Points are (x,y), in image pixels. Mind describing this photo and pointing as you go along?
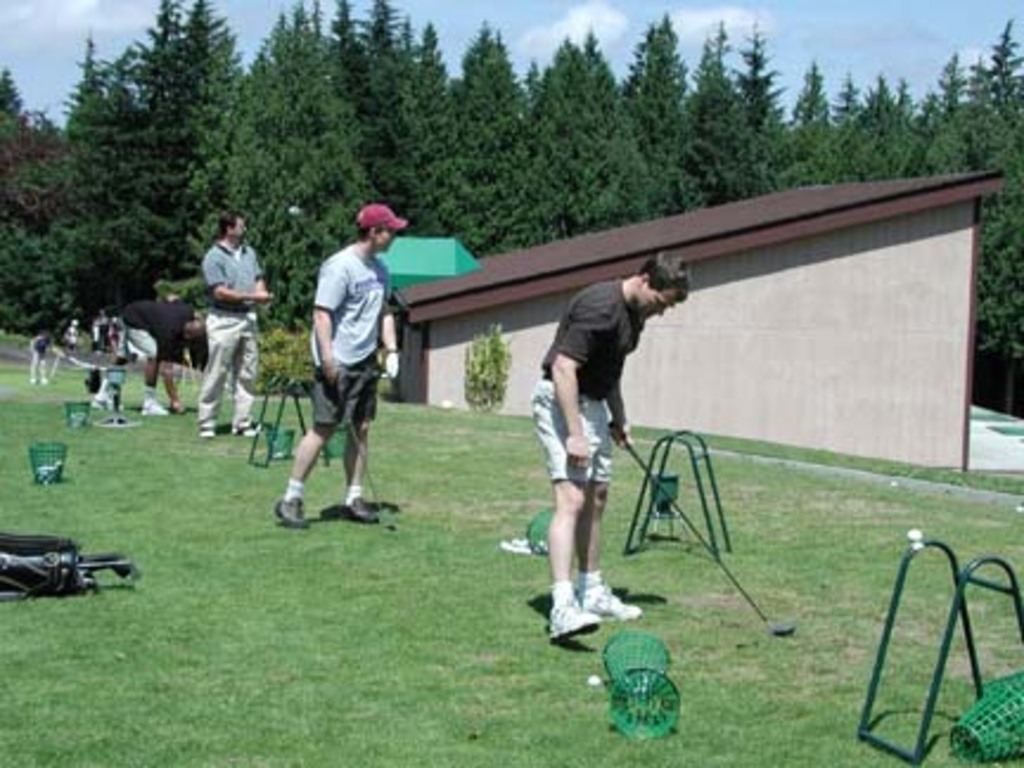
In this image there are persons (551,458) standing and in the background (257,159) there are trees (328,130). In the front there is a stand (951,622) which is green in colour on the right side (910,618), and there's grass (215,657) on the ground (230,639).
